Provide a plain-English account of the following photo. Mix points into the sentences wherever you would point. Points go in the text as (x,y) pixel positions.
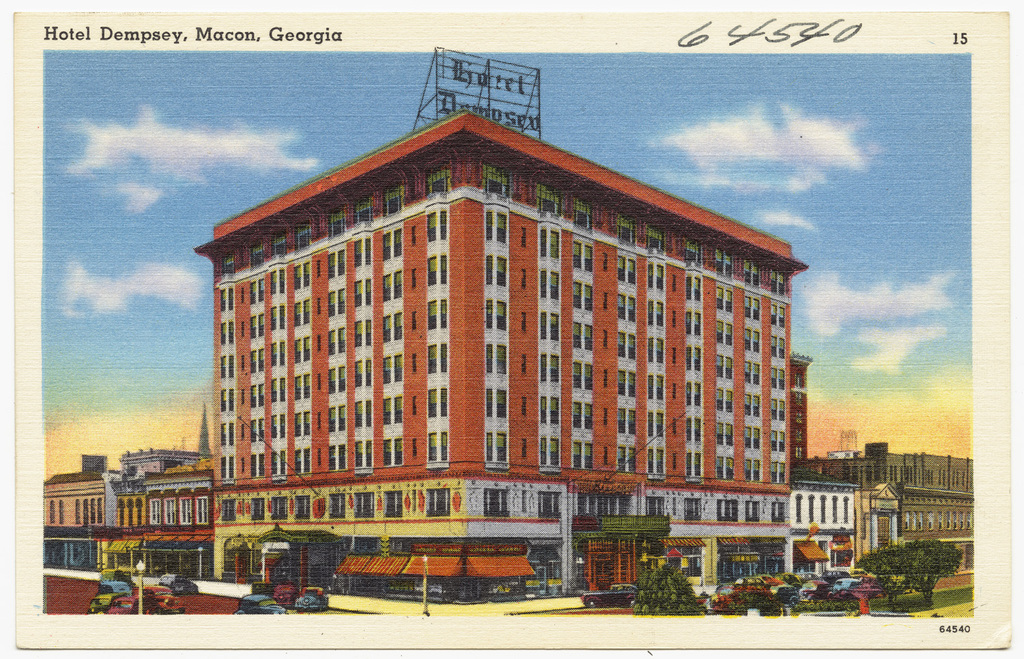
In this image, we can see some buildings (427,464), cars (106,592) and trees (665,589). There is a text (82,35) in the top left of the image (48,26). There is a sky (252,98) at the top of the image (768,121).
